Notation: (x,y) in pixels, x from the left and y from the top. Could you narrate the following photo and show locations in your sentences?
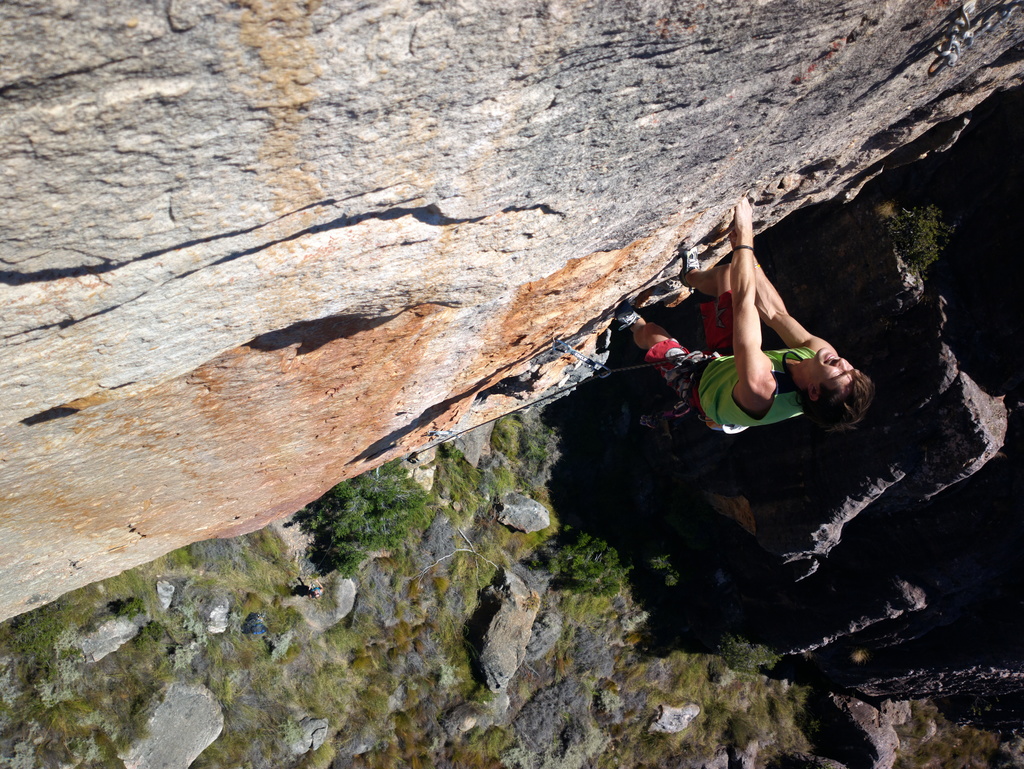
In the image in the center (662,343), we can see one person (761,374) climbing a hill (692,199). In the bottom of the image (340,592) we can see plants (343,553), stones (520,636) and grass (370,567).
